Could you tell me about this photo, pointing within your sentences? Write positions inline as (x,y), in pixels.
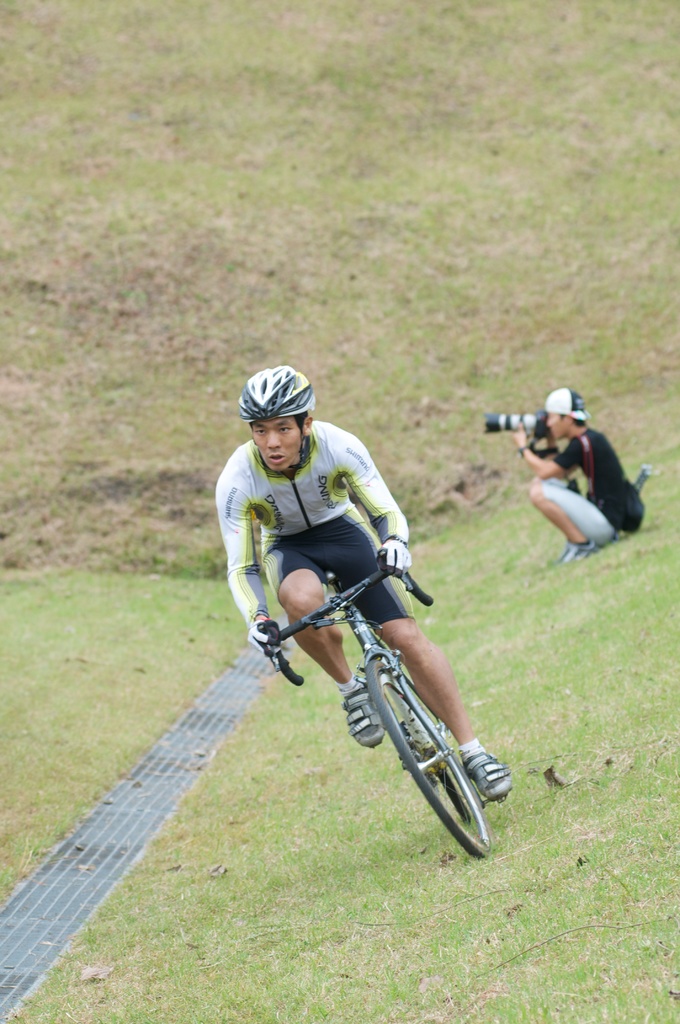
In this image, we can see two people (538,464). In the middle (403,636), a person (389,589) is riding a bicycle (429,782) on the grass (468,891). Right side of the image (596,507), we can see a person (565,451) is holding a camera (502,420) and wearing a cap (578,416).
